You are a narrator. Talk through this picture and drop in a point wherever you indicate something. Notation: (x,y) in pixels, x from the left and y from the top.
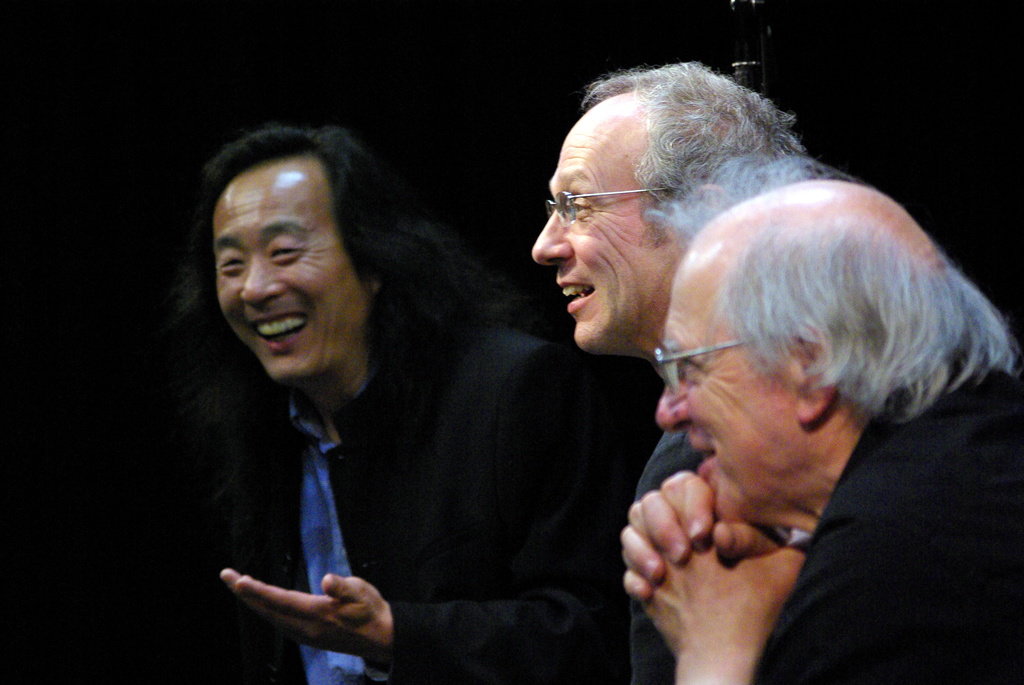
In this image we can see few people (600,405). There is an object (754,31) in the image. There is a dark background (798,29) in the image.
